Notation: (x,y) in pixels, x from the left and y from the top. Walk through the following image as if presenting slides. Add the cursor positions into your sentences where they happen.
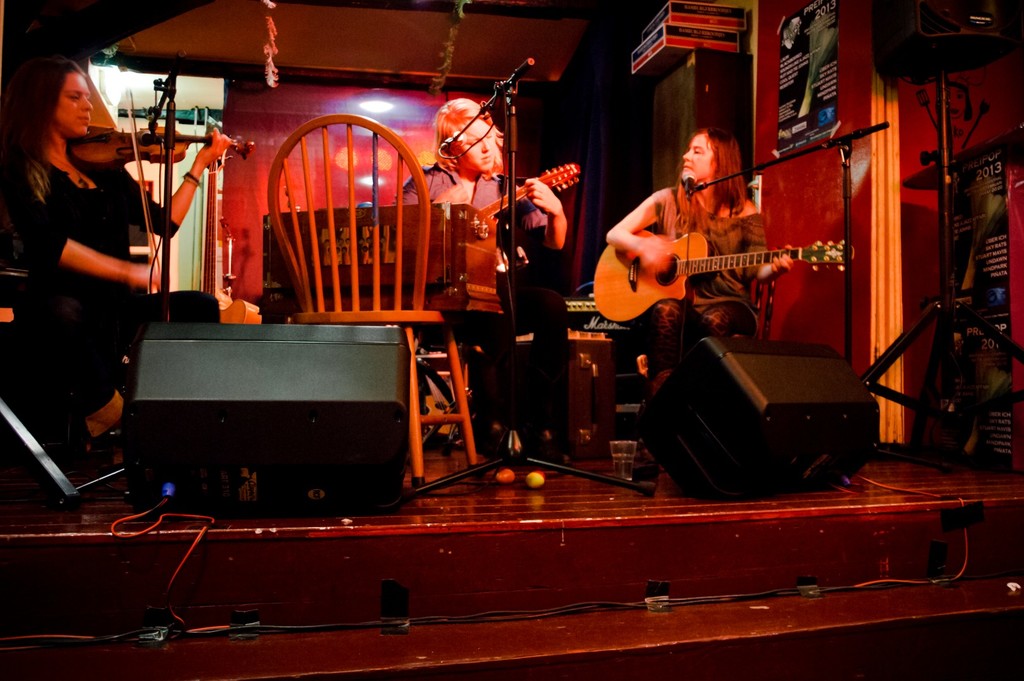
The image consists of three women (59,213) who are playing the guitar (629,282), violin (96,154). There is a mic (452,142) in front of the woman (452,173) who is sitting in the middle (463,228). To the left side (36,156) there is a woman (120,285) who is playing the violin (110,151). To the right side (718,229) there is a woman (673,230) who is playing the guitar (631,267) and singing through the mic (692,183). At the background (370,108) there is a wall (268,111). At the bottom (386,465) there is speakers (280,456), balls (509,471) and stand (512,433).
